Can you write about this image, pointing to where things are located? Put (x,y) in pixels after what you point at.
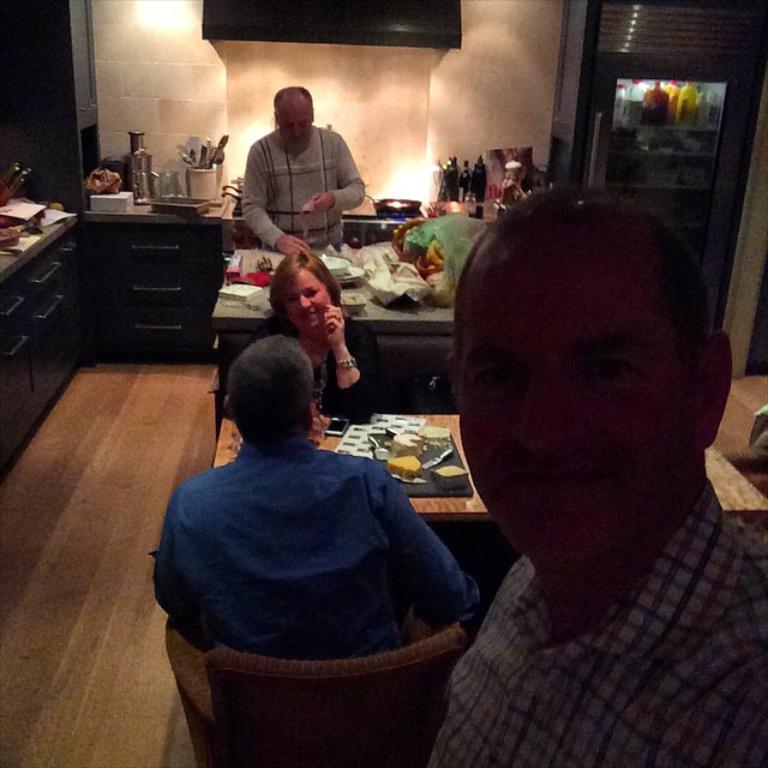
In this image i can see 2 persons (493,294) standing and 2 persons (272,352) sitting on chairs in front of a table (359,453). On the table (342,441) i can see few food items (395,452), a paper (354,439) and a mobile (335,426). to the left of the image (17,220) i can see a counter top (31,215) on which i can see few objects (3,199) and to the right of the image (674,130) i can see a refrigerator (672,136). In the background (407,215) i can see a gas stove (391,204), few bottles (481,187), the wall (489,116) and the vent (347,28).
